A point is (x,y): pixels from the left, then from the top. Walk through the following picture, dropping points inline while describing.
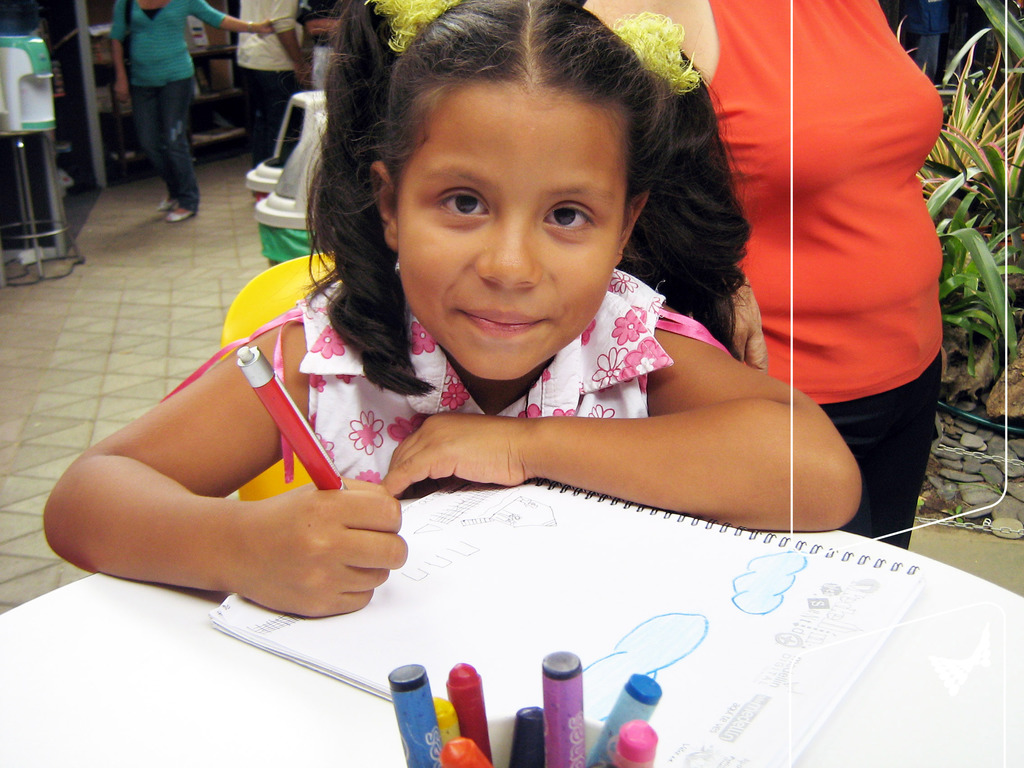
In this image we can see a girl (386,318) sitting on a chair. She is holding a pen (299,417). There is a book (522,517) on a table (150,664). Also there are pens (484,727) in a box (502,740). In the back (272,32) there are many people (293,38). Also there are few objects (236,43). On the right side (974,242) we can see plants (988,254).
